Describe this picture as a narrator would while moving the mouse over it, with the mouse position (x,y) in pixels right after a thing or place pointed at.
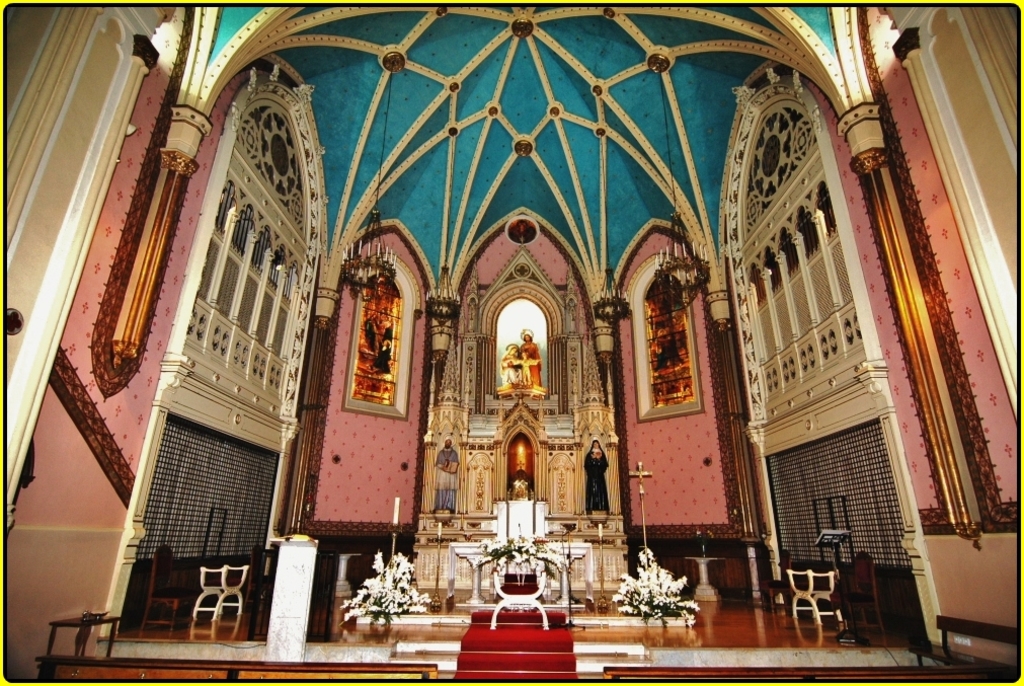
In the foreground of this image (547,651), there are stairs (531,661), carpet (497,663), chairs (224,570), candles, flower vases (651,588), windows (667,331), few sculptures (502,377) on the wall (627,390), chandeliers (684,279) and the inside roof (705,31) of a dome (482,46) at the top (408,68).
